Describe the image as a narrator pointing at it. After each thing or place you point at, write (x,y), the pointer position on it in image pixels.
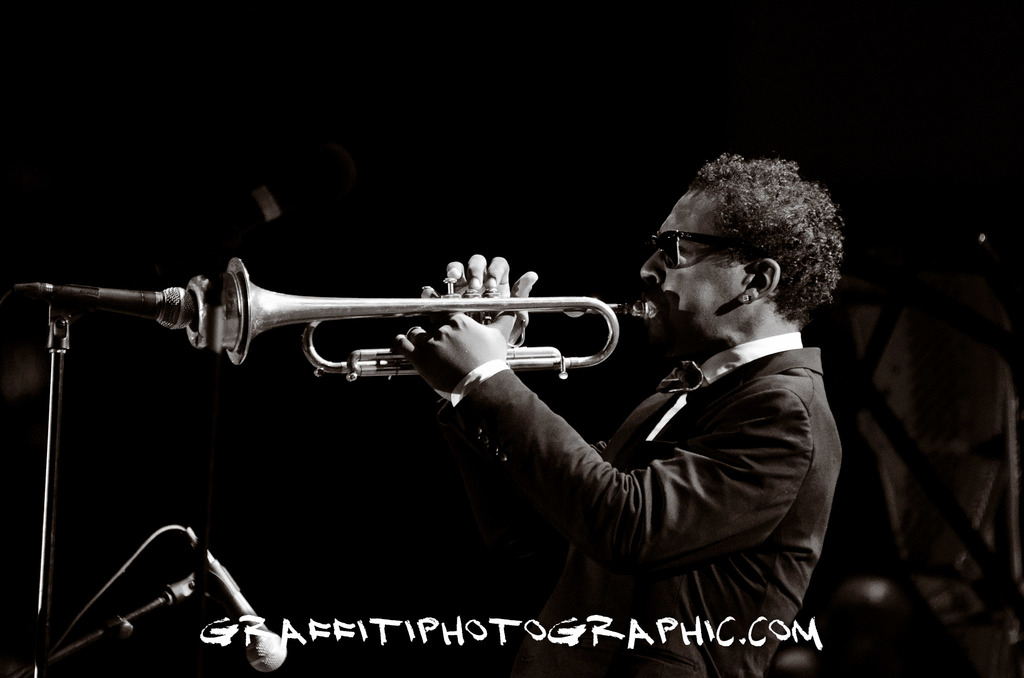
In this picture we can see a man (717,202) wore a blazer (565,591), goggles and holding a trumpet (225,310) with his hands (485,328) and in front of him we can see mics (235,585) and in the background (515,274) we can see some objects (932,613) and it is dark.
